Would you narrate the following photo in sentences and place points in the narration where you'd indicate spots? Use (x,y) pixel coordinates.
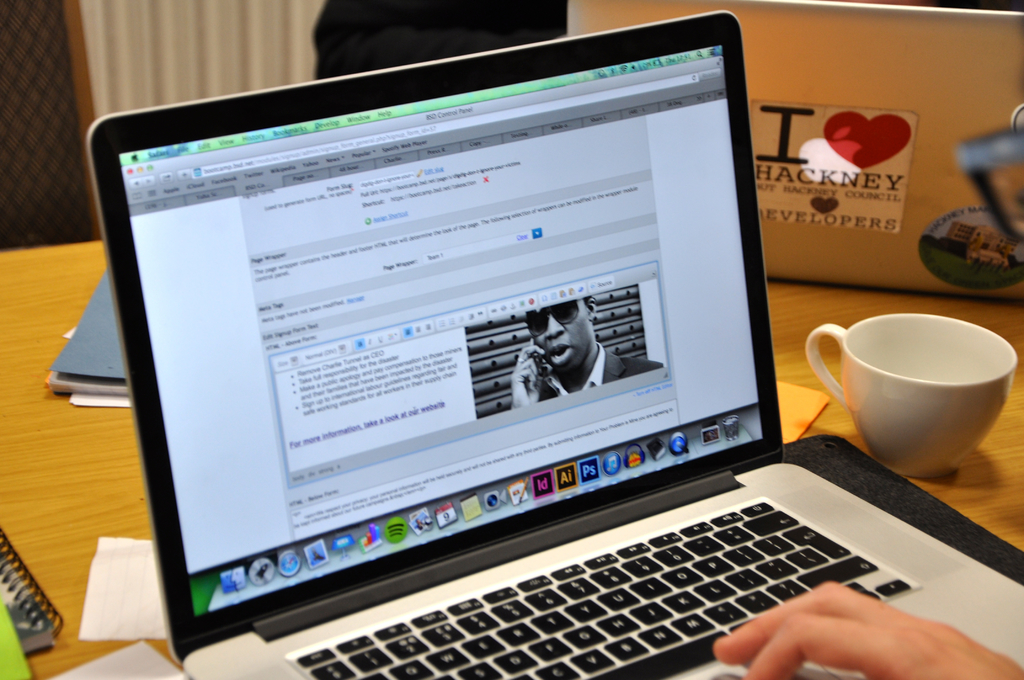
In this image there is a laptop (456,198) on the table (51,405). There is a cup (948,373), laptop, papers (76,392) and books (35,597) on the table (76,553). Bottom of image (789,599) there is a person hand (807,640) on the laptop (685,607). Top of image (161,84) there is a radiator (175,81).
